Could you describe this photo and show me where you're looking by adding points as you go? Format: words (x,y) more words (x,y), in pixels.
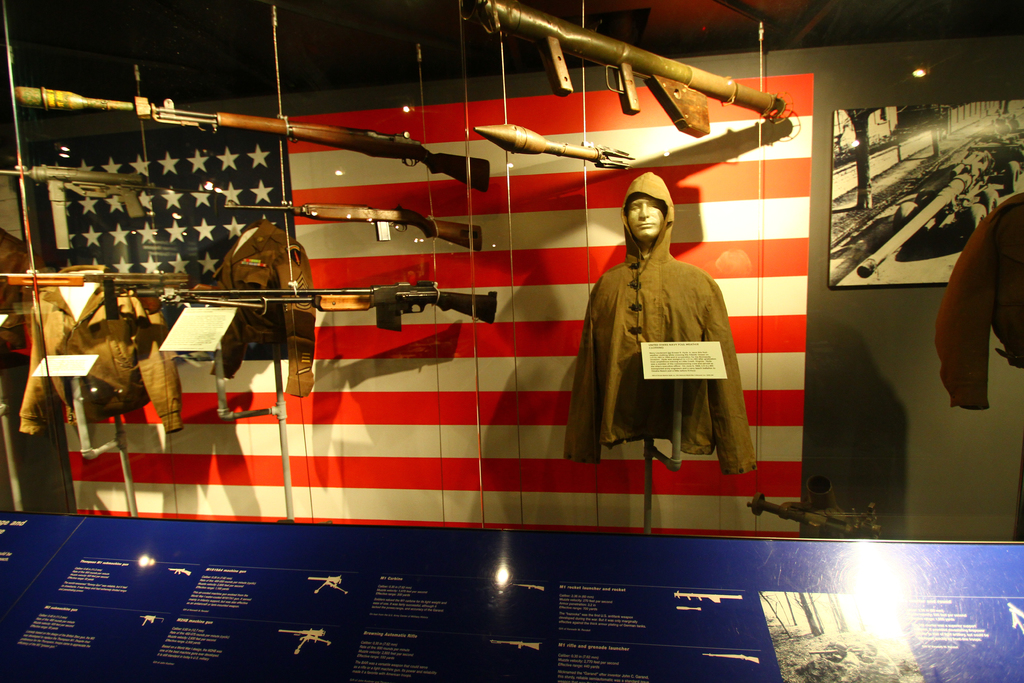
In this image I can see few guns (521,20), jackets (625,330), boards (711,360), flag (370,250) and frame (891,150) is attached to the wall (970,79). In front (714,568) I can see the blue color board (586,619) and something is written on it.
